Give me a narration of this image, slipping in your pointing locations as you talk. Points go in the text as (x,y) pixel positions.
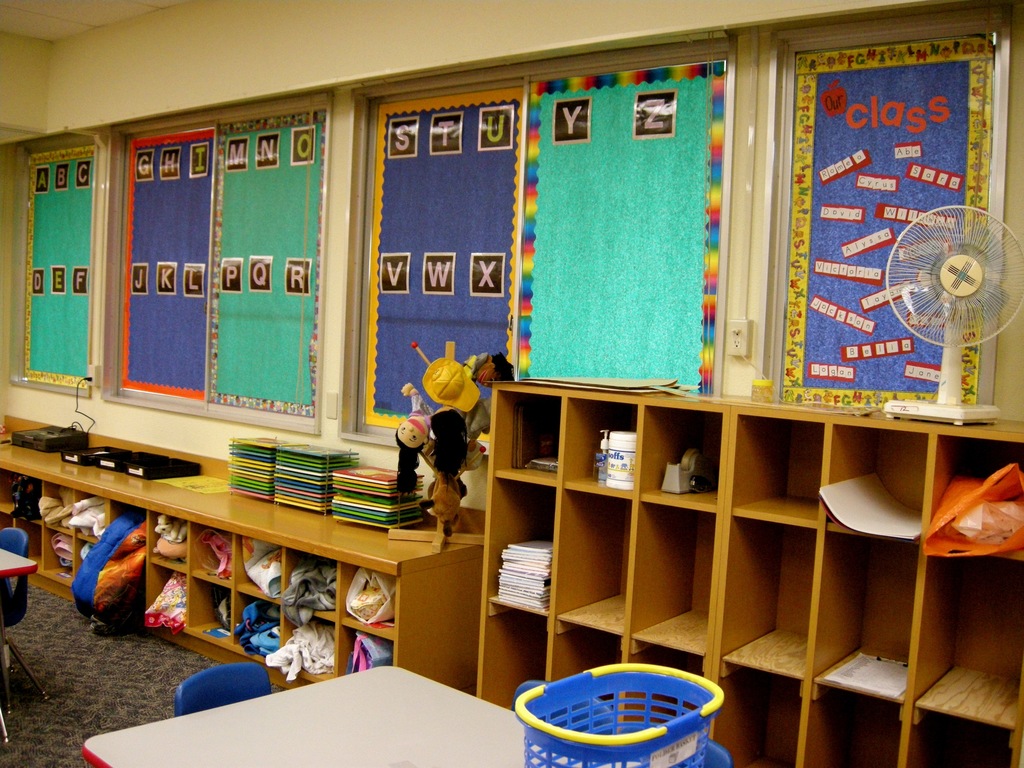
At the top of the image (252,124) we can see walls (200,59), boards (439,202) attached to the walls (122,82) and a power socket (741,339). At the bottom of the image (346,558) we can see slates (254,460) arranged in rows and kept in stands (233,470), cupboards (207,506) and some objects (180,600) in them, soft toys (461,462), table fan (961,317), basket (639,701), table (314,726), chairs (222,679) and floor (100,673).
